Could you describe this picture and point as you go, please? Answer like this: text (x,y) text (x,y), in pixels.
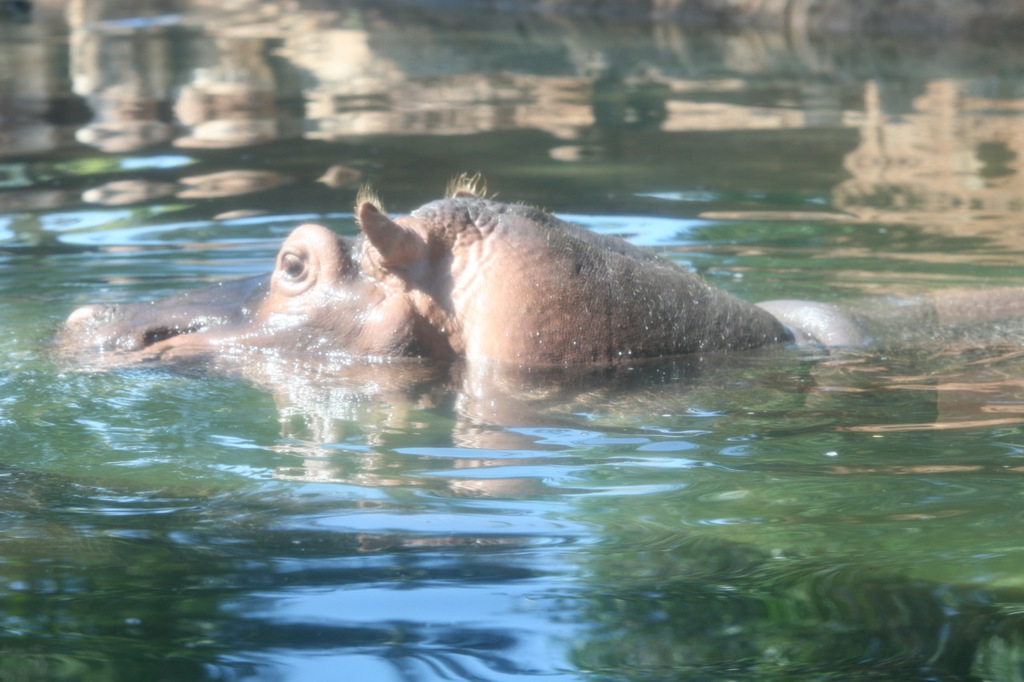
In the picture I can see a hippopotamus (157,315) is swimming in the water (599,472).
